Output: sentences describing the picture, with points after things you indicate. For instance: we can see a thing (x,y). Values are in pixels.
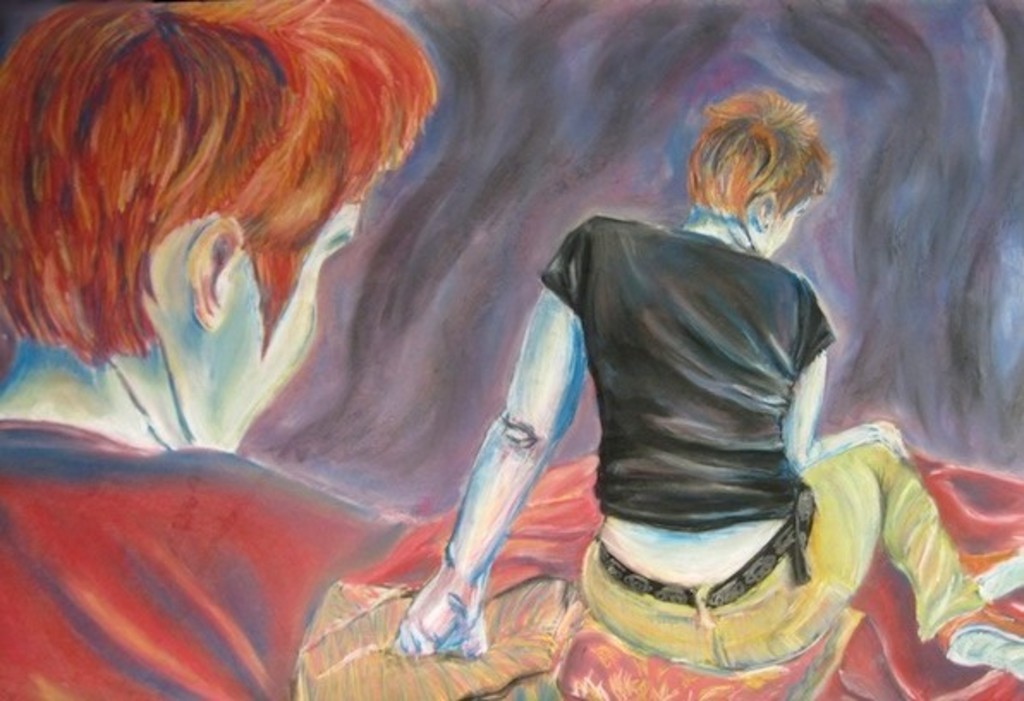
In the image we can see the painting (419,336). In the painting (343,318) we can see two people (482,473) wearing clothes (588,582).
